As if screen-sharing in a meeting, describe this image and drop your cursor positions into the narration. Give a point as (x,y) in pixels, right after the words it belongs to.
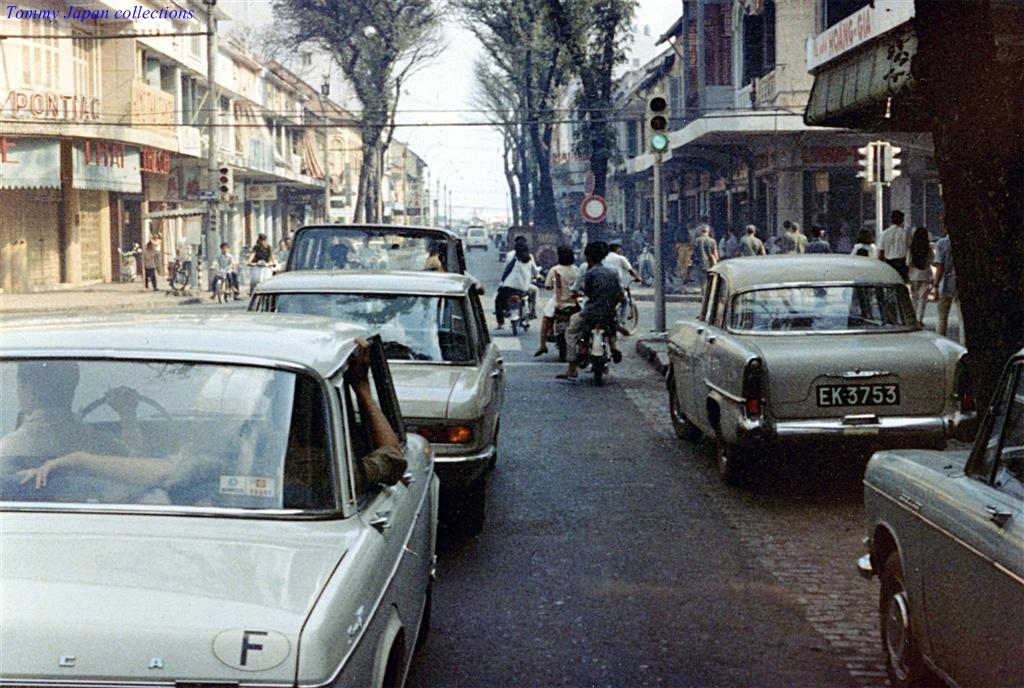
In the image we can see there are cars (488,349) parked on the road (632,614) and there are people (618,293) sitting on the bikes (635,306). There are other people (679,254) standing on the footpath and there are trees (964,96) and there are buildings (422,169).
